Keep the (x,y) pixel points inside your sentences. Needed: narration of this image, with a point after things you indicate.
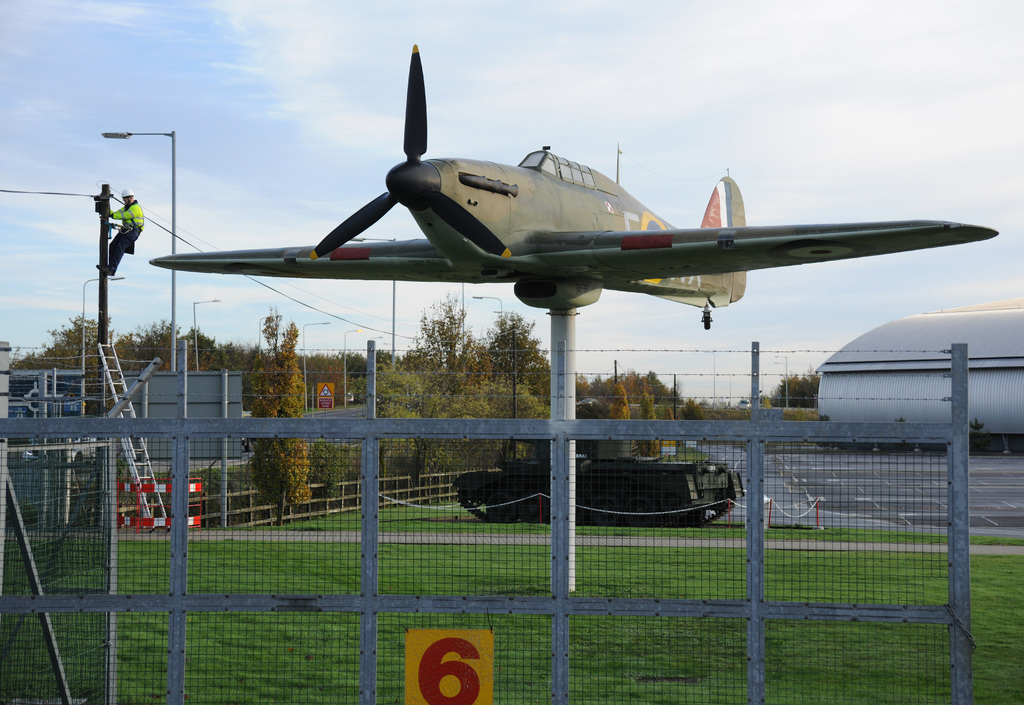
In this image we can see an airplane (573,253) placed on a pole (574,356) and a vehicle (634,509) parked on the grass field (602,552). In the foreground (446,570) we can see a fence (207,507). On the left side of the image (124,231) we can see a person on a pole (108,224), ladder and some trees (463,463). On the right side of the image (1020,397) we can see a shed (1011,408) and some plants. At the top of the image (473,76) we can see the sky (500,42).
